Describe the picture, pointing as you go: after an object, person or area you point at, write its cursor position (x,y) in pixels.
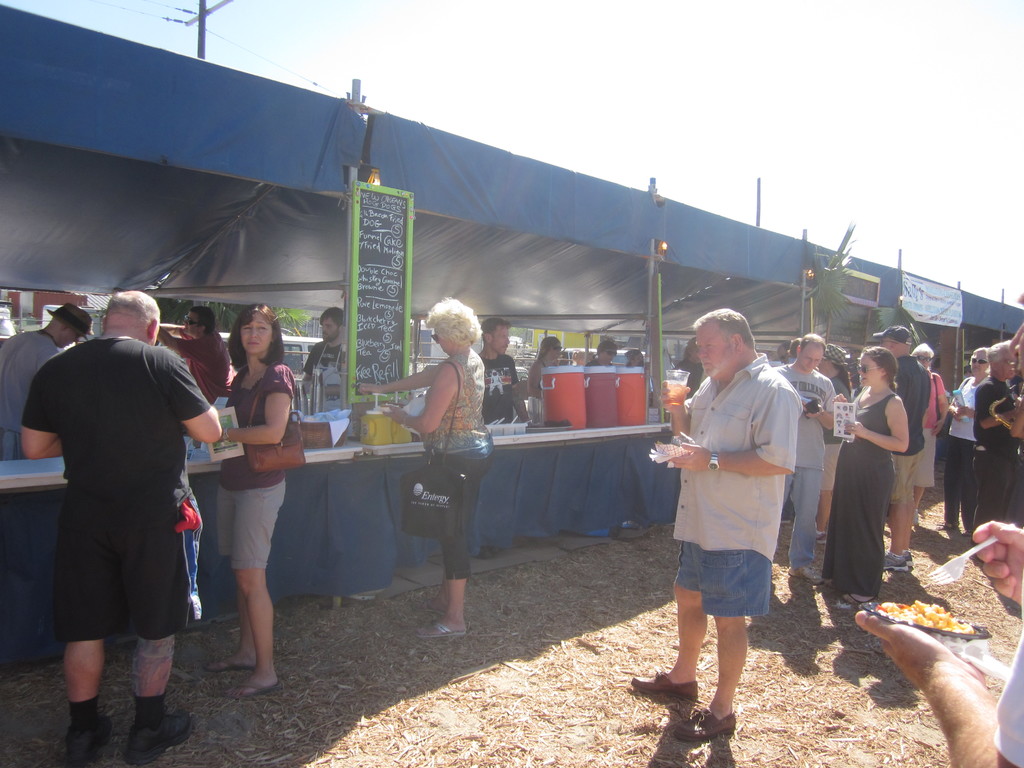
In this image I see number of people (881,359) in which this man (759,384) is holding a glass (679,374) in one hand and another thing (680,453) in other hand (695,444) and this person (1010,540) is holding a plate (985,636) in which there is food (926,615) in one hand (879,630) and a fork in other hand (1010,562) and I see the board (385,300) over here on which something is written and I see the tables (361,442) over here on which there are many things (567,416) and I see the lights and I see the banner (926,286) over here. In the background (803,216) I see the sky (210,20) and I see a pole (219,7) over here.
